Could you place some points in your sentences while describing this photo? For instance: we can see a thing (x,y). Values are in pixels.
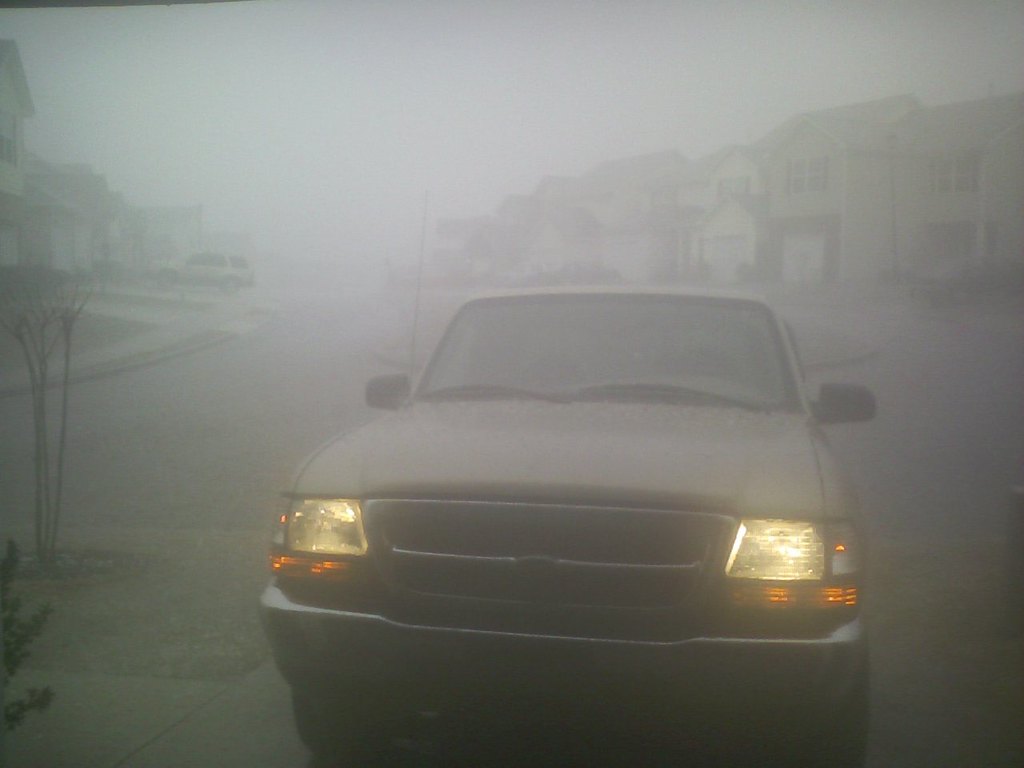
In this picture we can see a car (608,519) on the road (921,475) and in the background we can see a vehicle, buildings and the sky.
